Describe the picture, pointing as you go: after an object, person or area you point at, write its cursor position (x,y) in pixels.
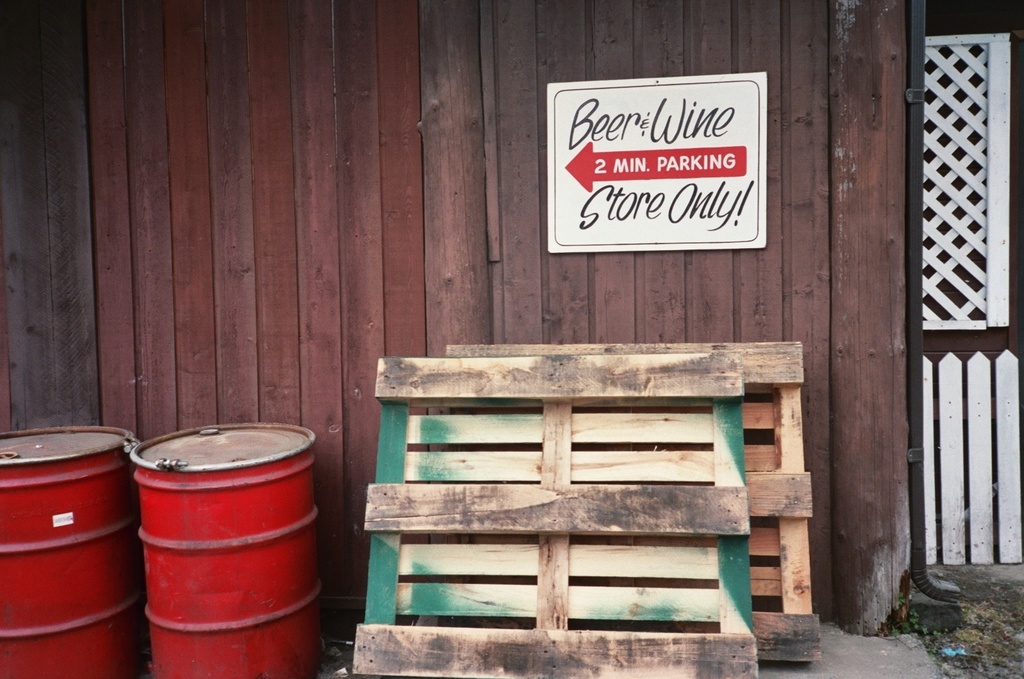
In this image we can see wooden fence (954,375), pipeline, information board (671,211), drums (239,530) and wooden planks (625,452).
